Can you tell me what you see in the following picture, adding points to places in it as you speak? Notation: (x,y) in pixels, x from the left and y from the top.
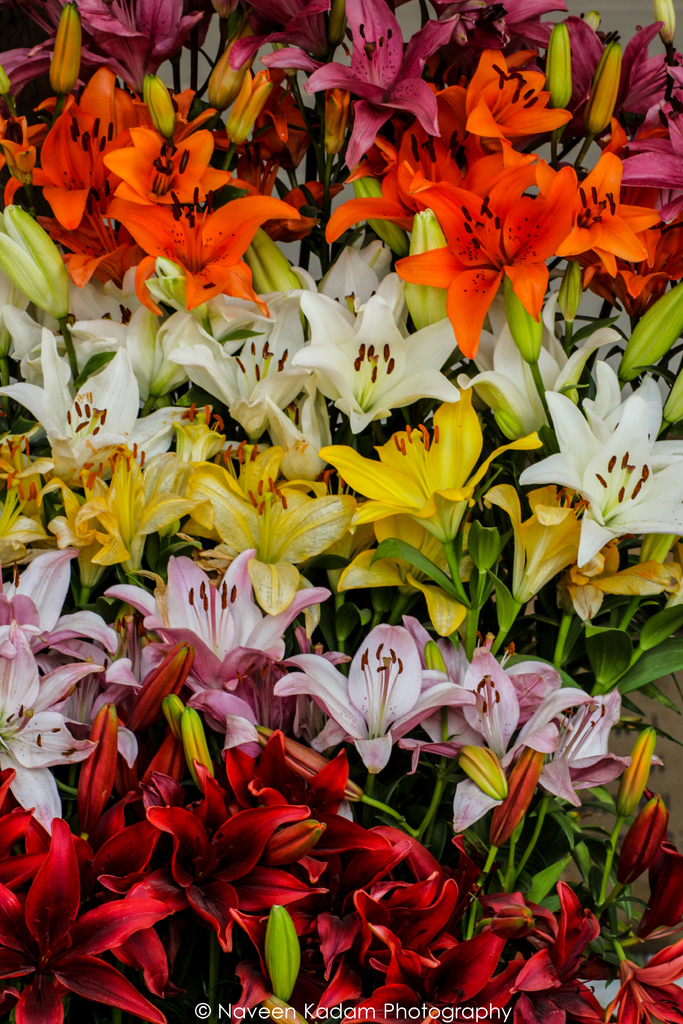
This image consists of flowers (225,482). They are in red, pink, yellow, white, orange colors.
